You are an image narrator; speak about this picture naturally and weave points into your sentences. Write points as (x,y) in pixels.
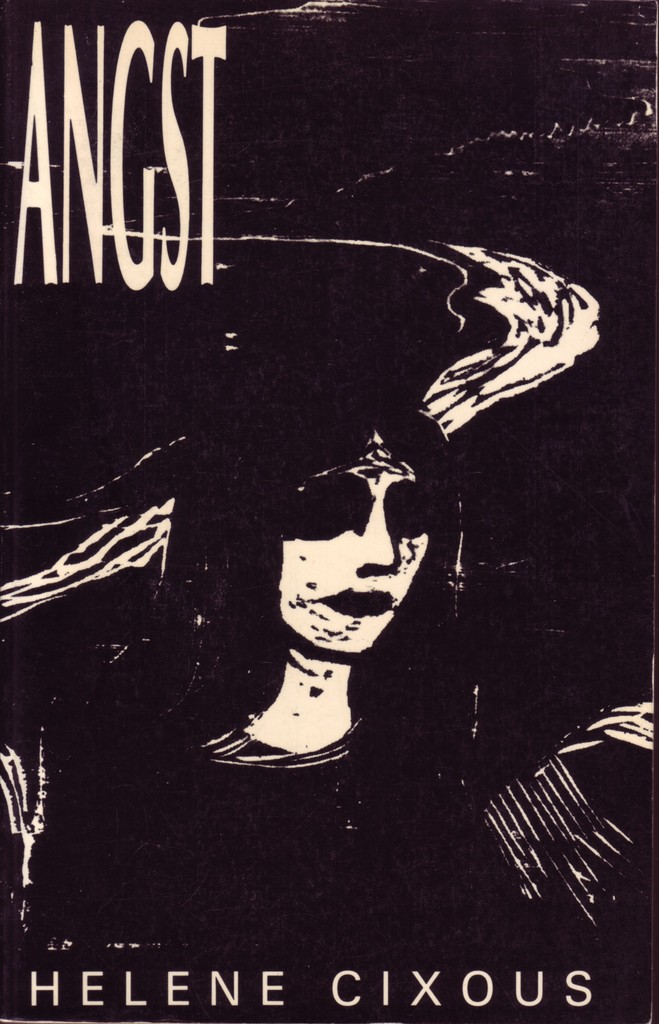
This is a poster (166,401) in this image in the center (409,549) there is one person (300,570), and at the top (204,122) and bottom of the image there is some text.
